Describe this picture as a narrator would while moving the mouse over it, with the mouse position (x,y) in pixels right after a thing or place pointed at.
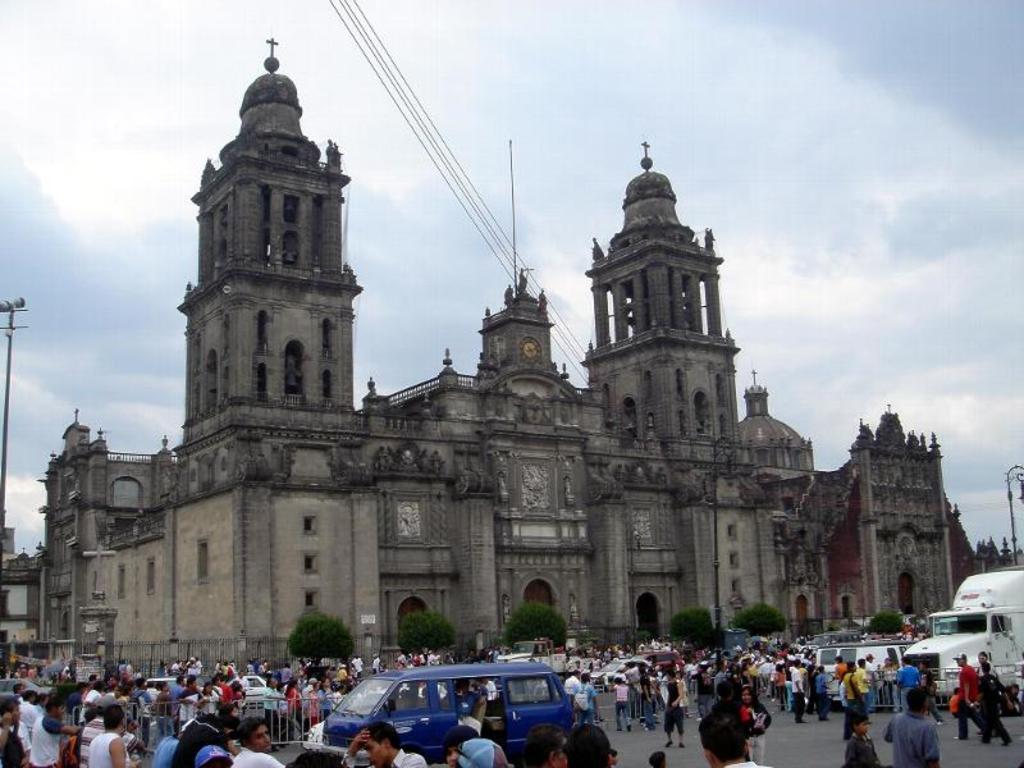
In the image we can see there are lot of people (307,708) standing on the road (607,713) and there are vehicles (968,630) parked on the road (822,735). Behind there is a clock tower building (468,454) and there is a cloudy sky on the top (509,176).
